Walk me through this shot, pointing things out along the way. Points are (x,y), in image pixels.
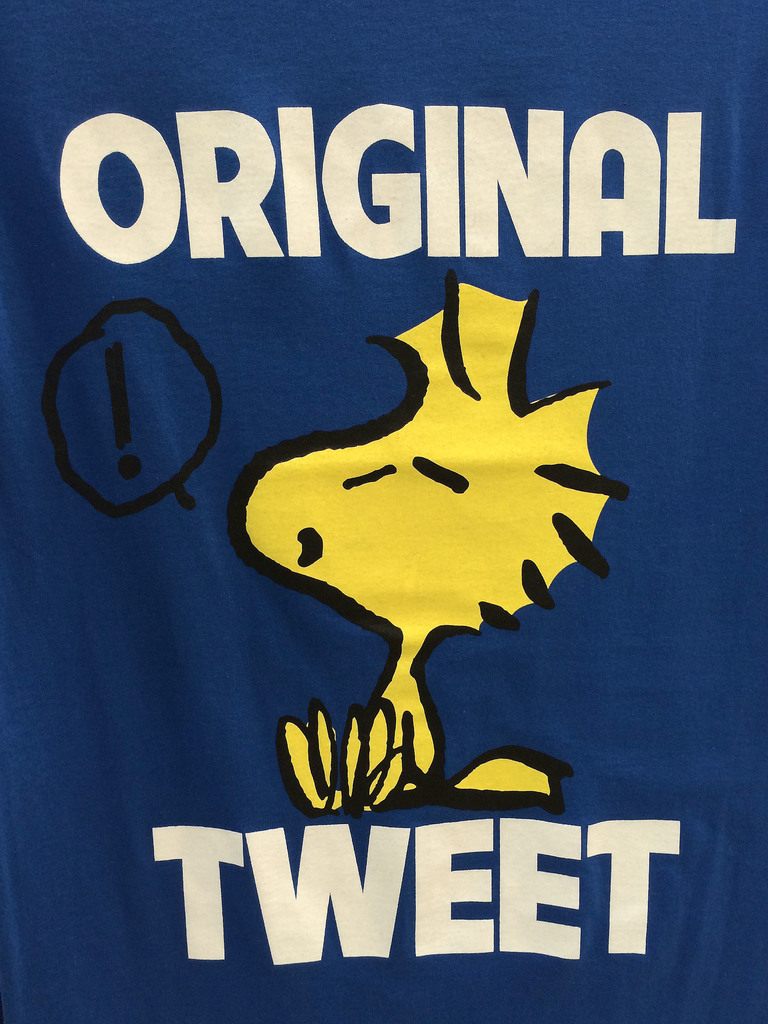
In this image we can see a poster (258,421) of blue color on which it is written as original tweet and there is animated picture (449,584) which is of yellow color.
